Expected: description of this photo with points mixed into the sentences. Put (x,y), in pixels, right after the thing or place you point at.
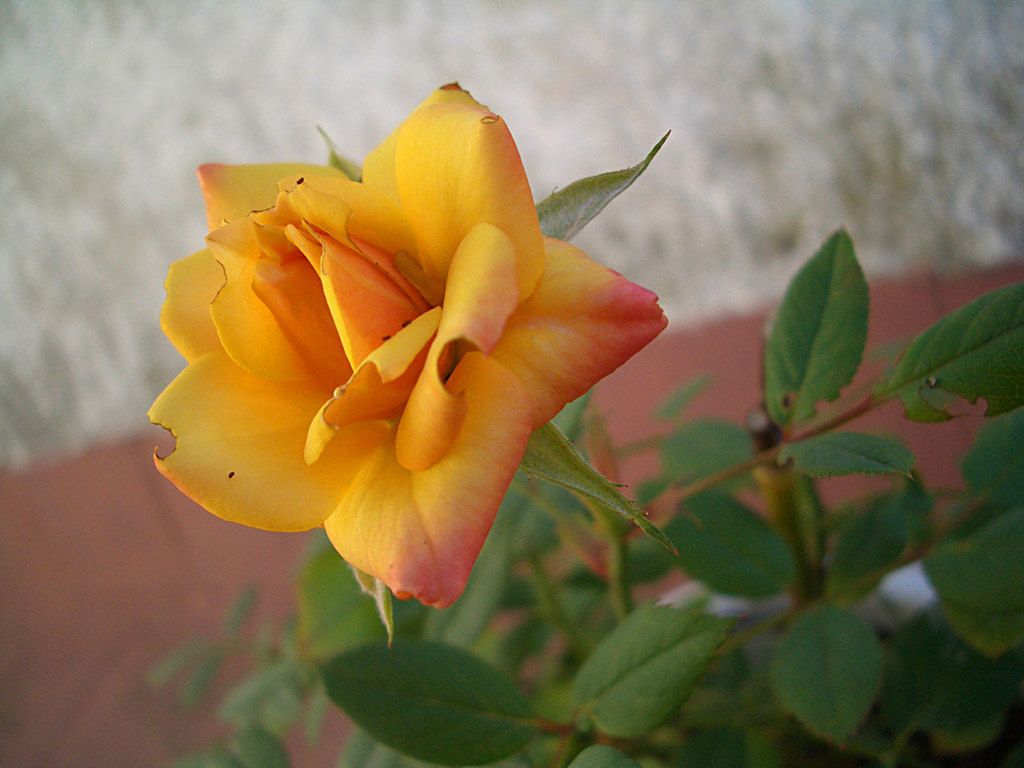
In this picture we can see a flower (228,480), leaves (869,469) and in the background (741,383) it is blurry.
